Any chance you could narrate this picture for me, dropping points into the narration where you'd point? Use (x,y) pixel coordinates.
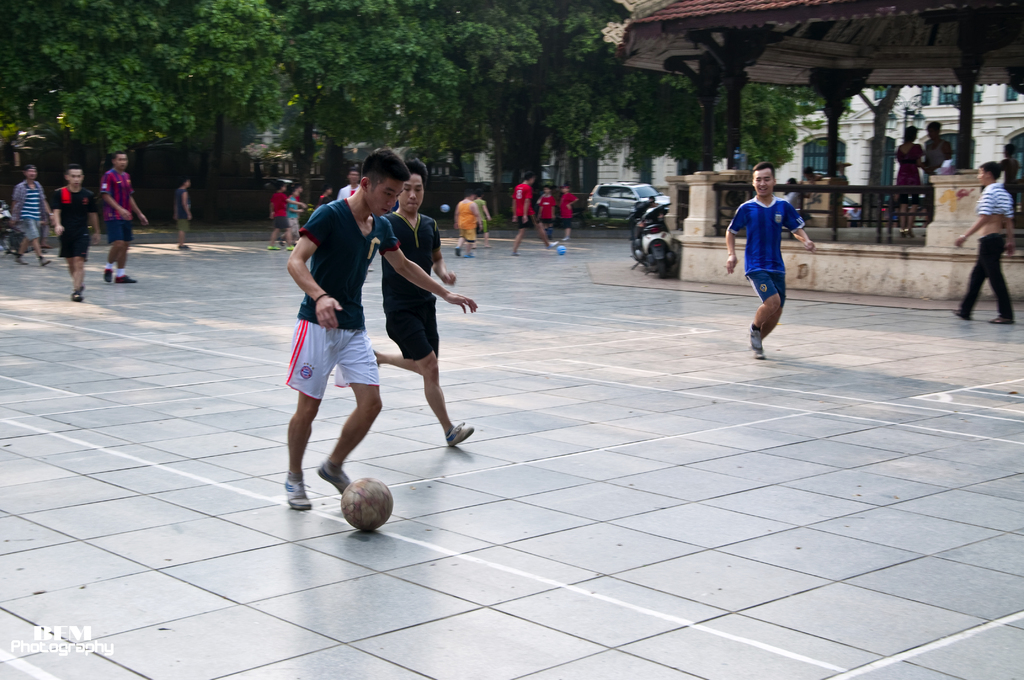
In this image, we can see few people (310,235) are playing football with balls (377,492) on the floor (462,464). Background (700,242) we can see a building (860,153) with wall (714,244). Here we can see pillars (705,225), shed (727,84), railing (871,210), vehicles (628,209), trees (688,160). Here we can see few people (64,242) are walking. Left side (56,648) bottom, we can see the watermark (72,643) in the image.
